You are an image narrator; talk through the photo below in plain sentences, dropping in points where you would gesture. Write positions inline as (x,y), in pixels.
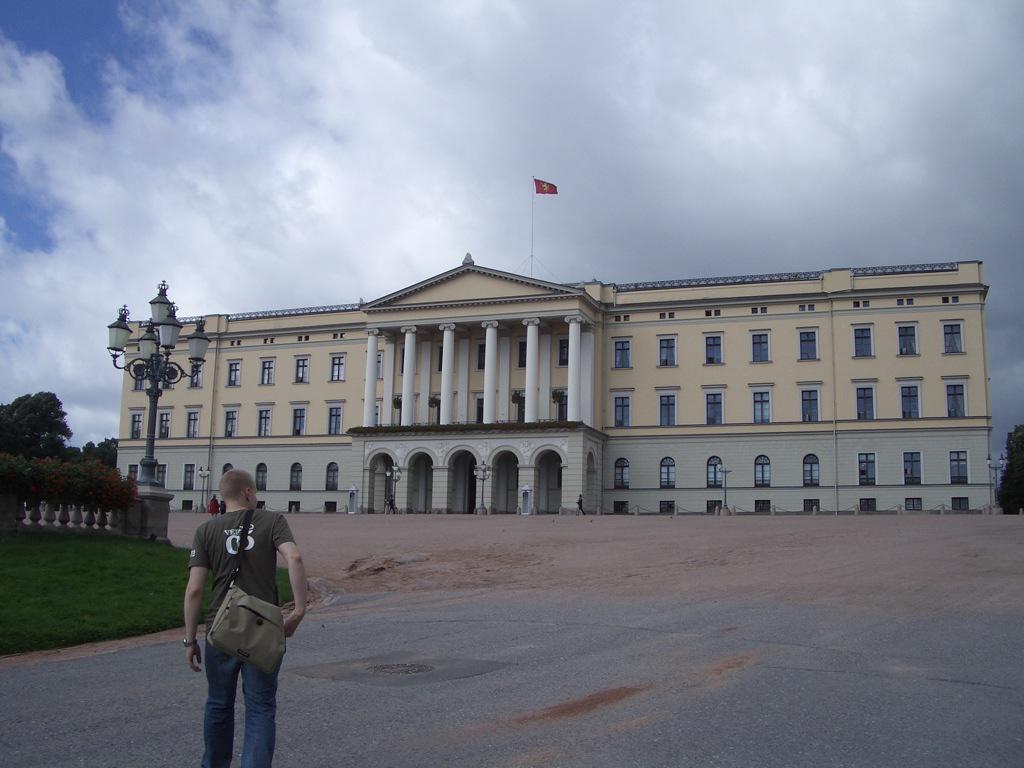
It is the palace (448,427) and a person (231,672) is walking towards the palace (382,490), on the left side (30,606) there is a grass (116,583) and beside the grass (107,550) there are some trees (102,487) and in front of the grass (93,584) there is a pole (149,363) and there are some lights (202,359) attached to the pole (154,394), the building (386,391) has plenty of windows (714,415) and doors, there is a flag (545,181) flying at the top of the building (169,401).
